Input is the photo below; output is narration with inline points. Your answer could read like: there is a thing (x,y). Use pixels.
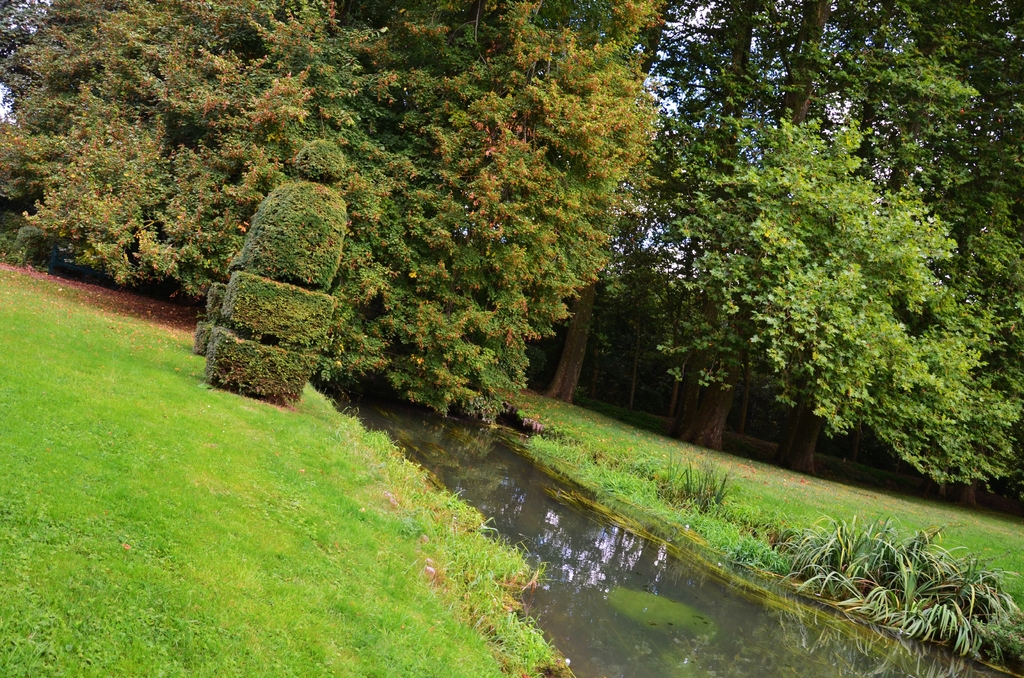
There is grass (218,449), water (505,449) and trees (589,136).
